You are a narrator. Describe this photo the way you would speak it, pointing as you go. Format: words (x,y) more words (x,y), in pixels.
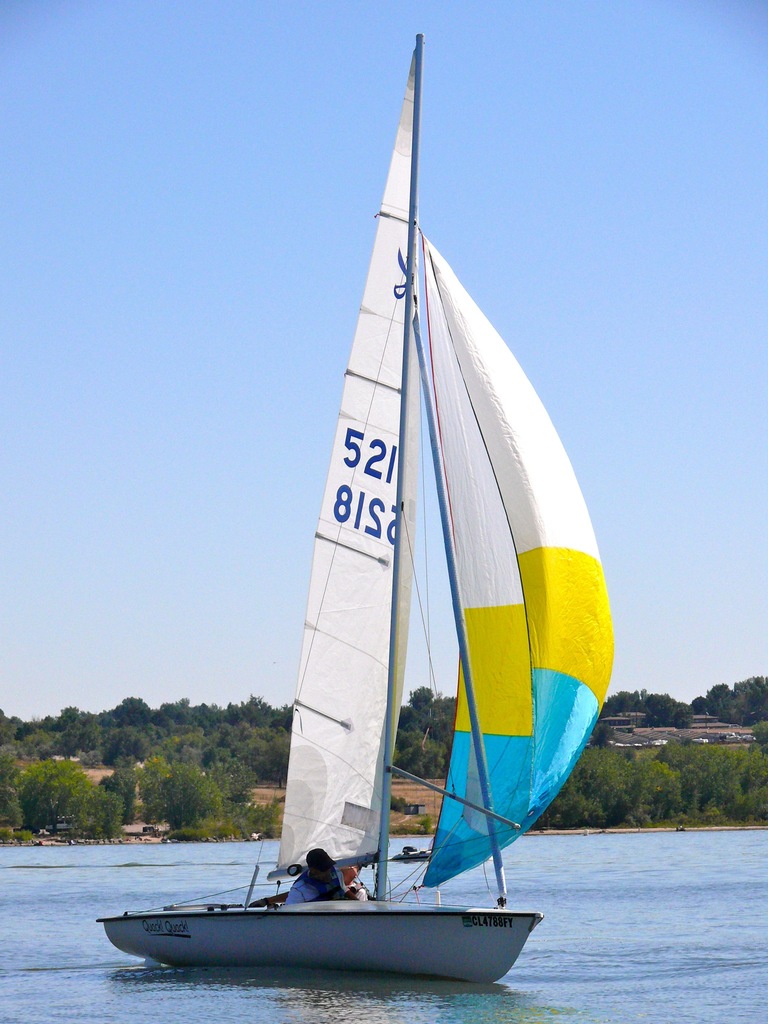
In the center of the image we can see a person (304,884) in the boat (192,931) sailing on the river (728,839). In the background (623,775) there are trees (154,760), buildings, ground (276,794) and sky (148,549).
